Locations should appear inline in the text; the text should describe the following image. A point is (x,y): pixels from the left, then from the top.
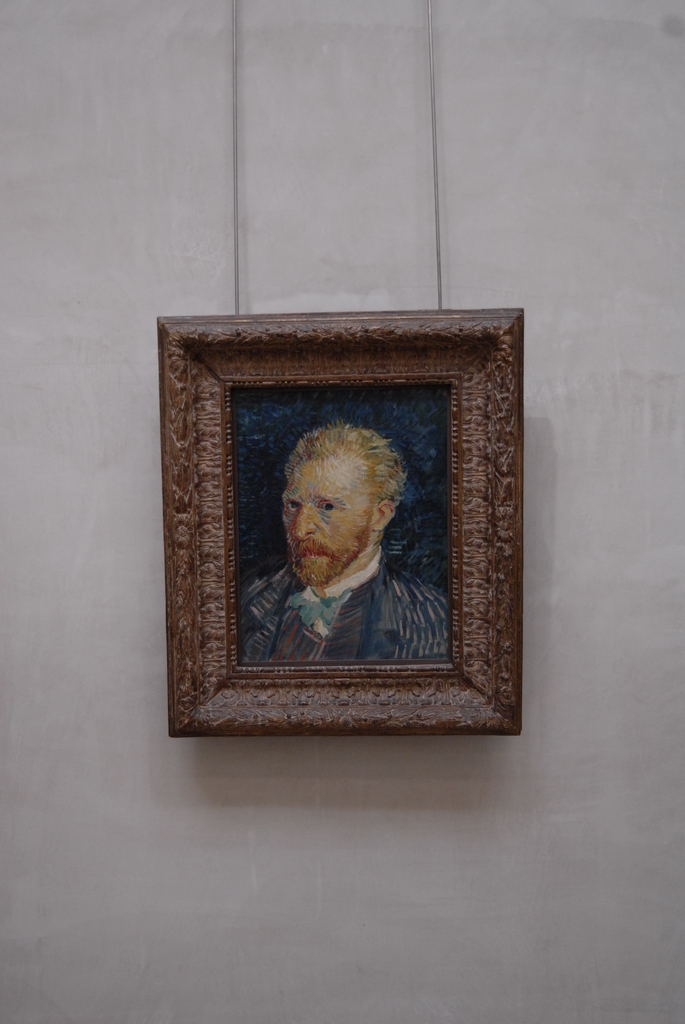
In this image we can see a photo frame (472,589) on a wall (143,378). On the photo frame (206,589) there is a painting (267,570) of a person (265,598).
